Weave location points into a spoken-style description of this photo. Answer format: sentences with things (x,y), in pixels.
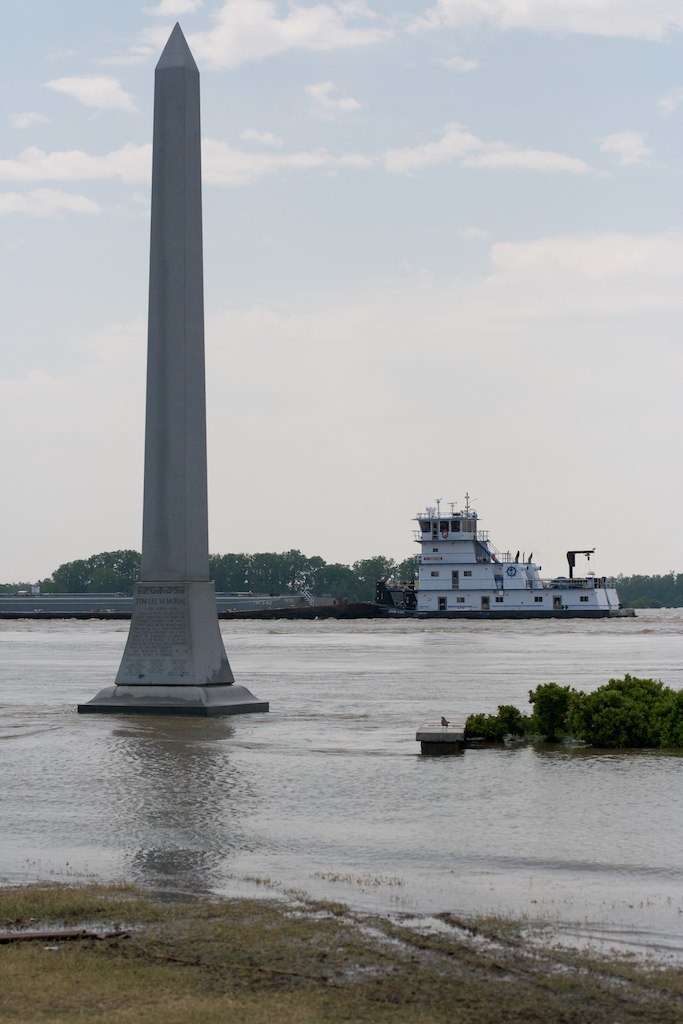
In this picture we can see the tower (177,142), ship (618,613) on the water (433,624), trees (120,552), some objects (339,604) and in the background (322,354) we can see the sky (421,233).
